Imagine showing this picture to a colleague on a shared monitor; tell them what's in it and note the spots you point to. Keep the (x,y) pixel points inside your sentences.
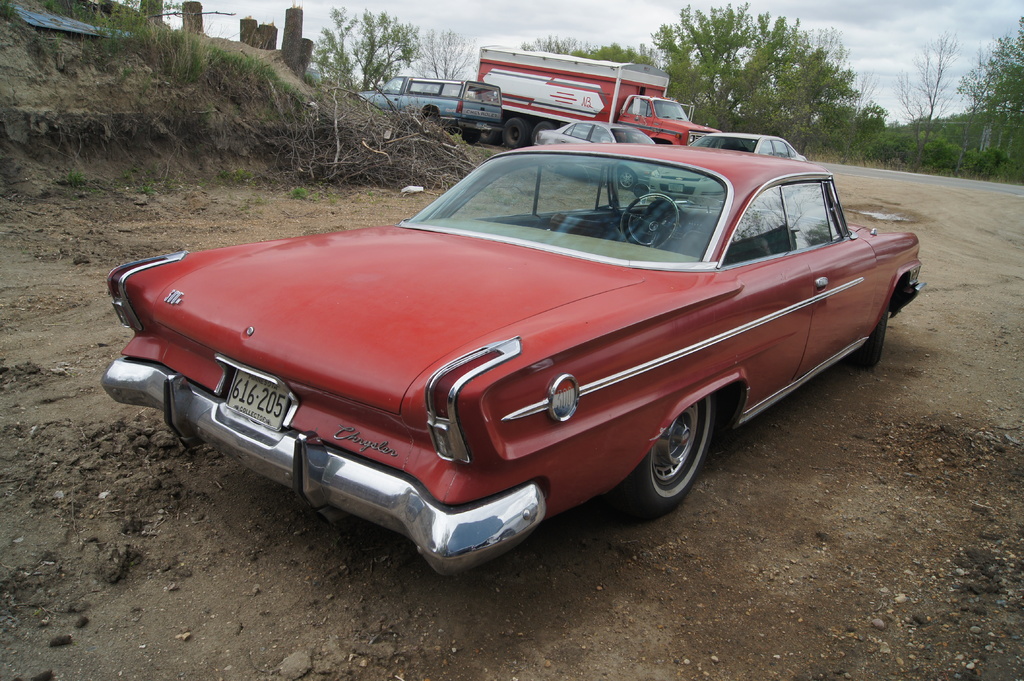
In the foreground of this image (535,278), there is a red color car (682,406) on the ground (861,558). In the background (799,128), there are few vehicles (559,101), trees (831,143) and few pillars (285,41) on the left (297,40). On the top (787,1), there is the cloud (770,10).
